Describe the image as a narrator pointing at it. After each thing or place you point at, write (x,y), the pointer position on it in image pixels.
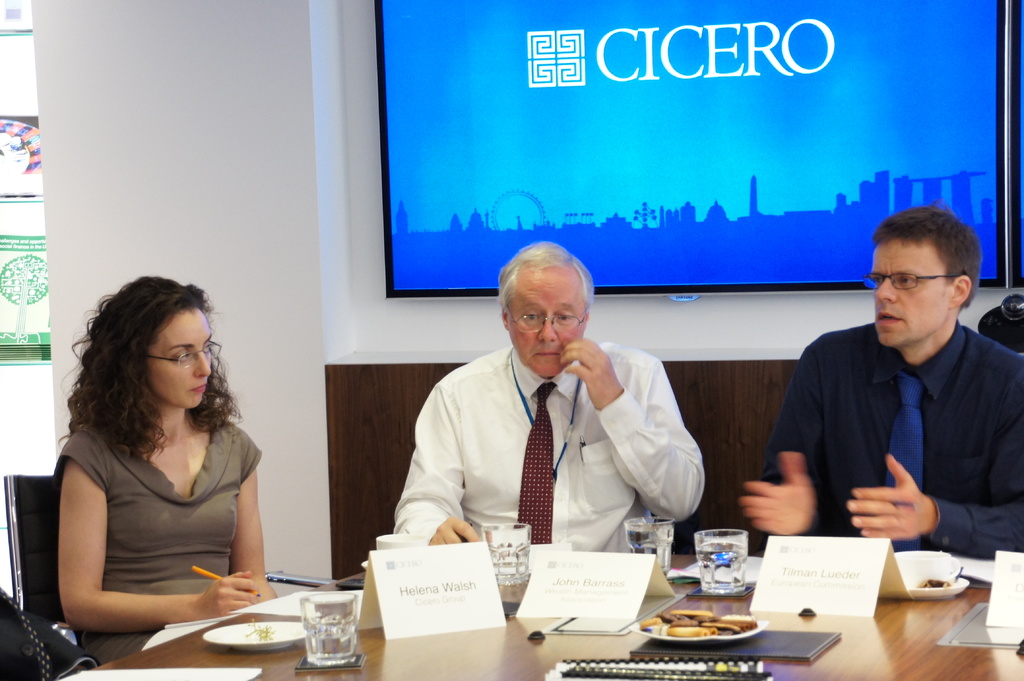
These people (199,486) are sitting on chairs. In-front of them there is a table (912,668), on this table (890,670) there are name boards (530,582), plates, glasses (739,557), food (728,626) and things (761,645). Screen (488,214) is on the wall (294,130). Far there is a hoarding (32,156). This woman (142,395) is looking at this man (886,402). This woman (153,379) is holding a pencil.
